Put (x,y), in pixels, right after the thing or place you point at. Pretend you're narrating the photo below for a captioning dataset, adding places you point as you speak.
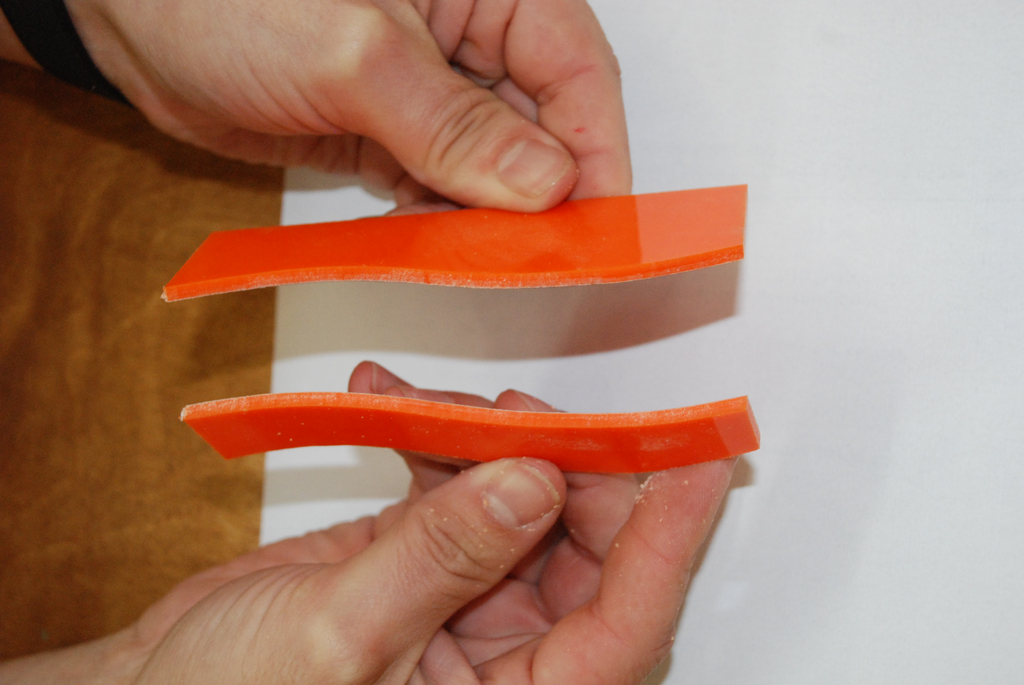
In this picture we can observe two pieces (423,280) of plastic (465,275) which are in orange color. These pieces (402,423) are in the human hands (391,49). We can observe a brown and white color desk (149,346).
